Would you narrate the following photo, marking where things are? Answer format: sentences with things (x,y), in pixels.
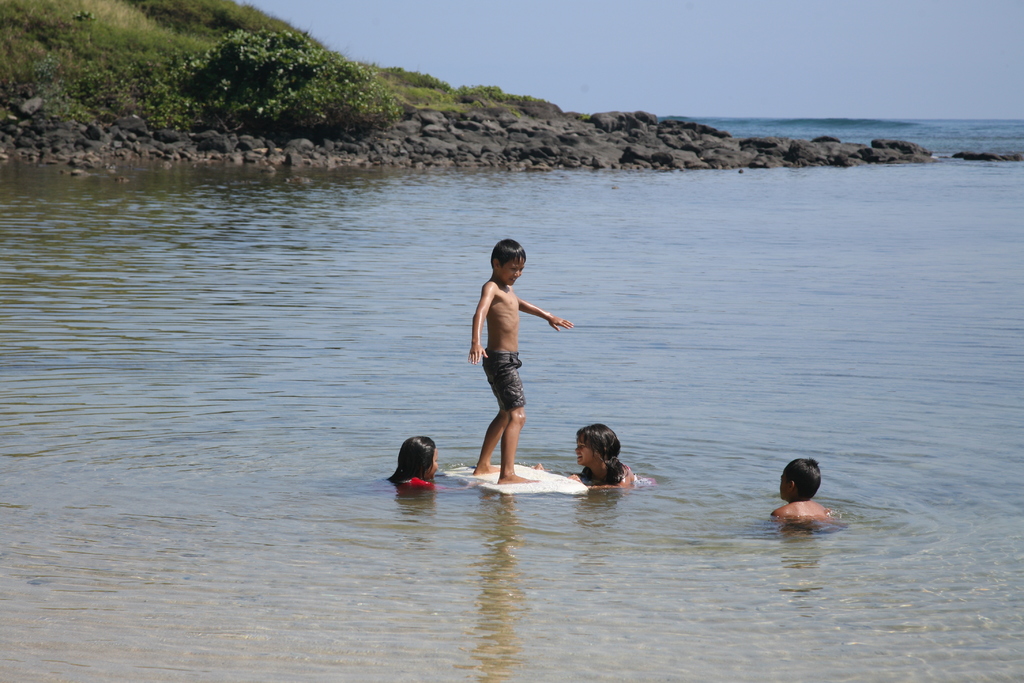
In this image I can see water (244,429), in that water (407,515) four people (427,458) are playing. On the top left of the image (154,89) we can see some rocks (296,148) and a tree (268,65). On the top of the image (707,58) we can see the sky (723,45) in blue color.
